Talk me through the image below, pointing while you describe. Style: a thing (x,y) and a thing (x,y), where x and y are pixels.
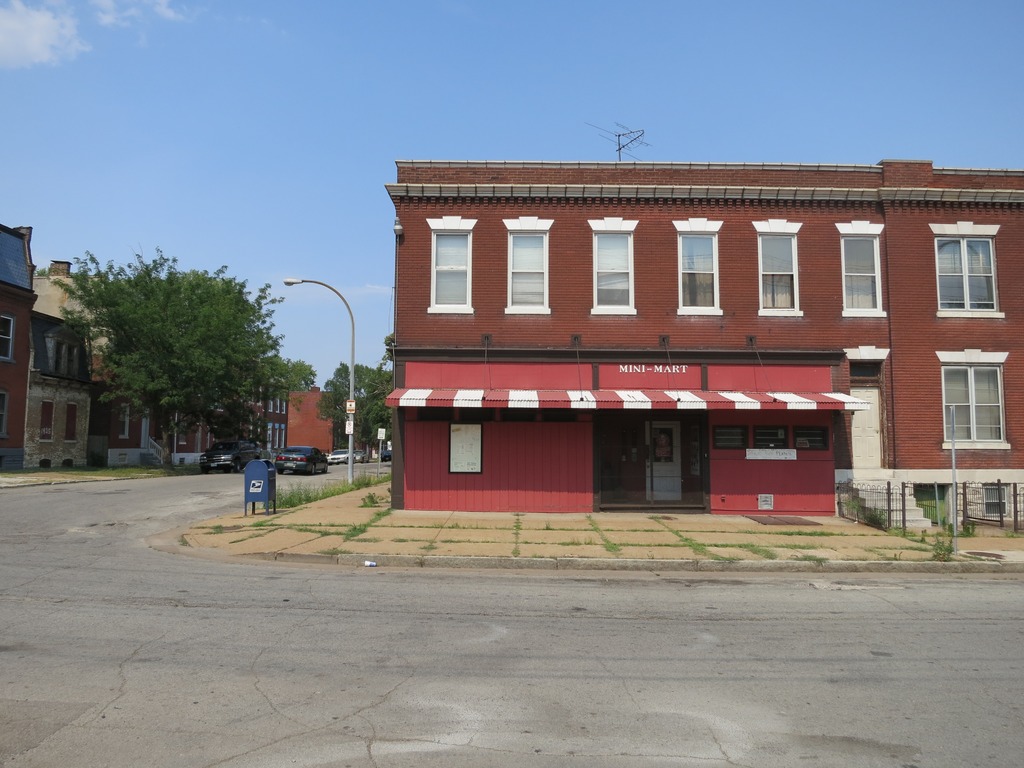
In this image we can see there is a road (454,669) and some vehicles (217,453) are moving. At the center of the image (565,382) there is a building (635,421), beside the building (405,407) there is a pole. On the left side of the image (59,399) there are few buildings (131,414), in front of them there are trees (198,366). In the background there is a sky (277,100).
